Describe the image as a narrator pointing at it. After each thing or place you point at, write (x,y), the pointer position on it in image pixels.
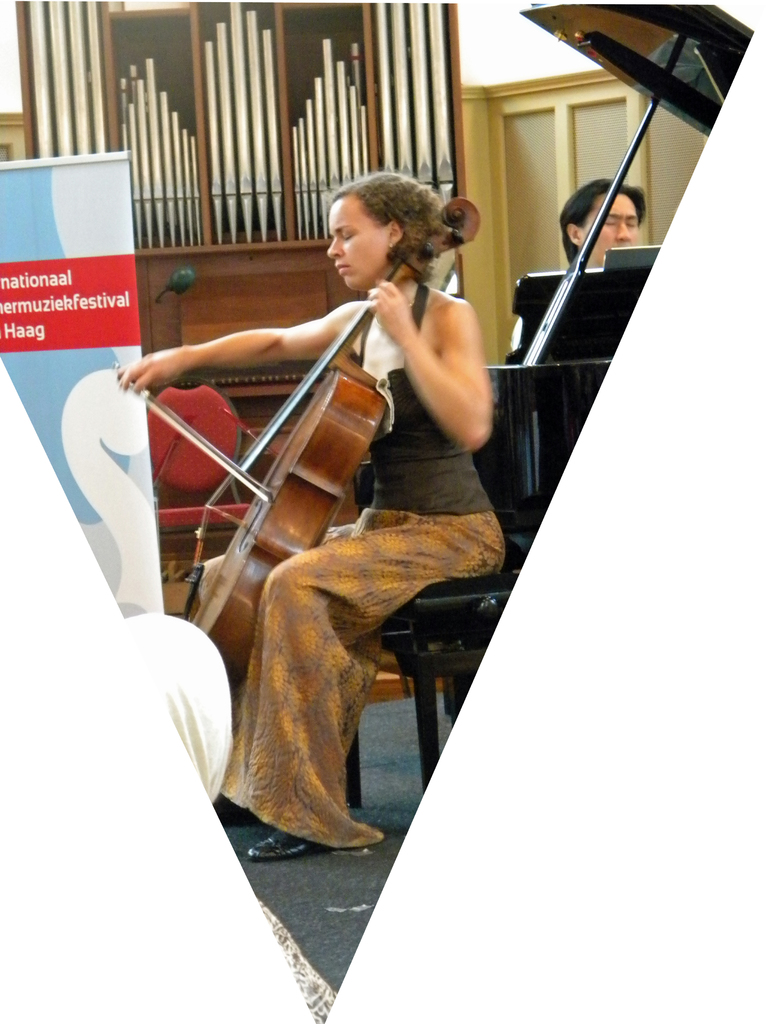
In this picture we can see a woman (487,546) who is sitting on the chair (475,620). She is playing cello (336,431). This is floor (318,879) and there is a hoarding (98,298).
